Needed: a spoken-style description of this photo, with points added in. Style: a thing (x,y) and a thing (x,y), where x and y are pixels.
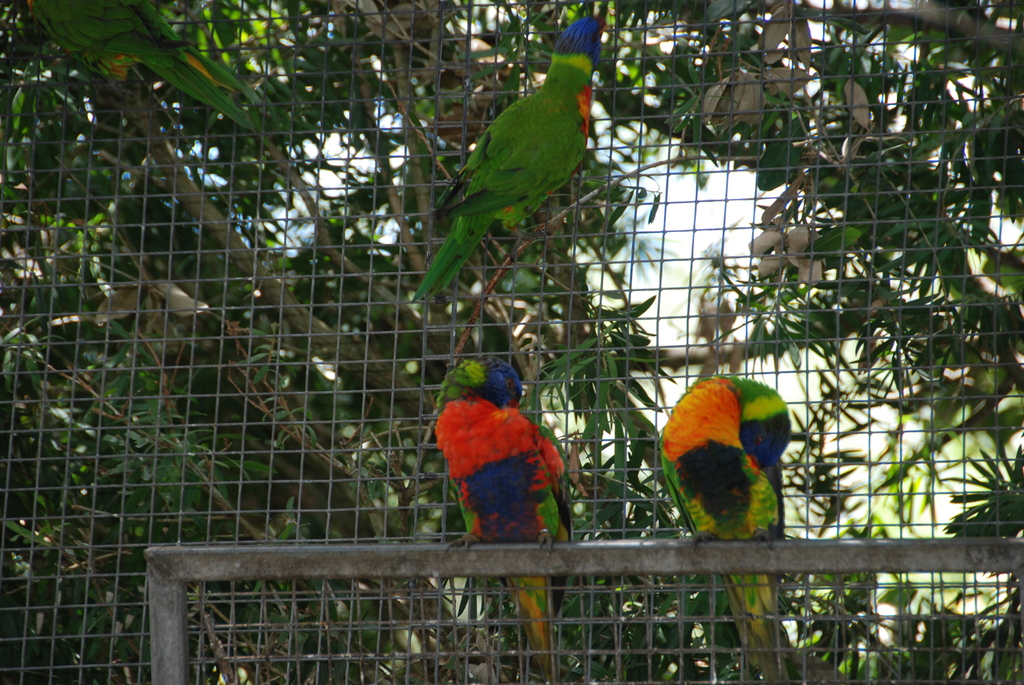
We can see parrots (535,193) and mesh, behind this mesh (794,11) we can see tree (381,140) and sky (709,210).
